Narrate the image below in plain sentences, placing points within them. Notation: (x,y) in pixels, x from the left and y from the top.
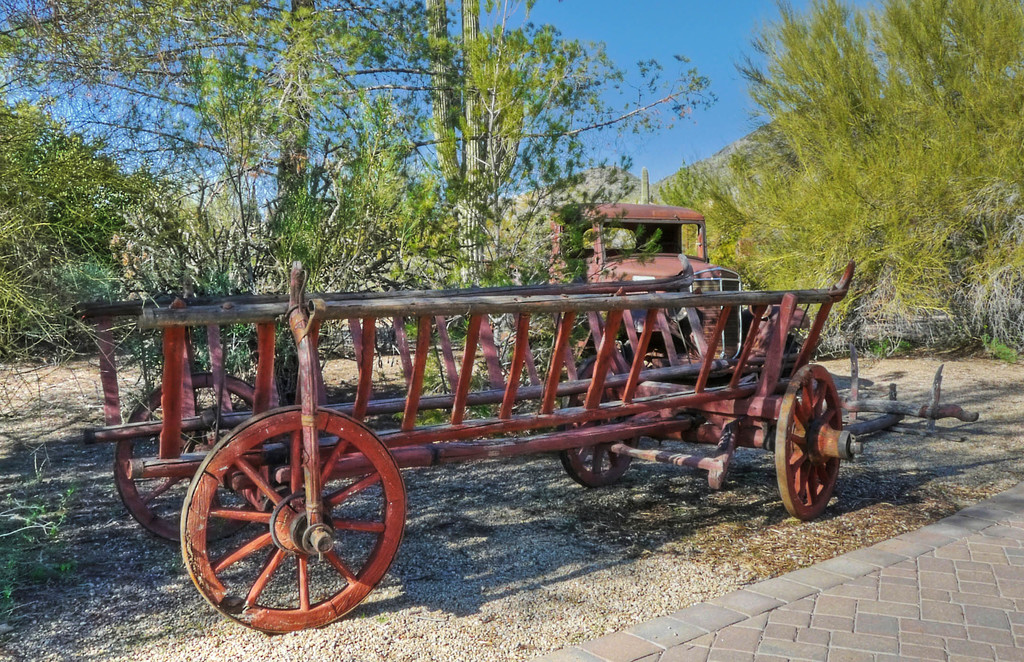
In this picture we can see a wheel cart (691,296) and a vehicle (609,271). There are few trees (457,237) and a cactus plant (464,171). Sky (665,30) is blue in color. A path (963,608) is visible on bottom right (965,520).
